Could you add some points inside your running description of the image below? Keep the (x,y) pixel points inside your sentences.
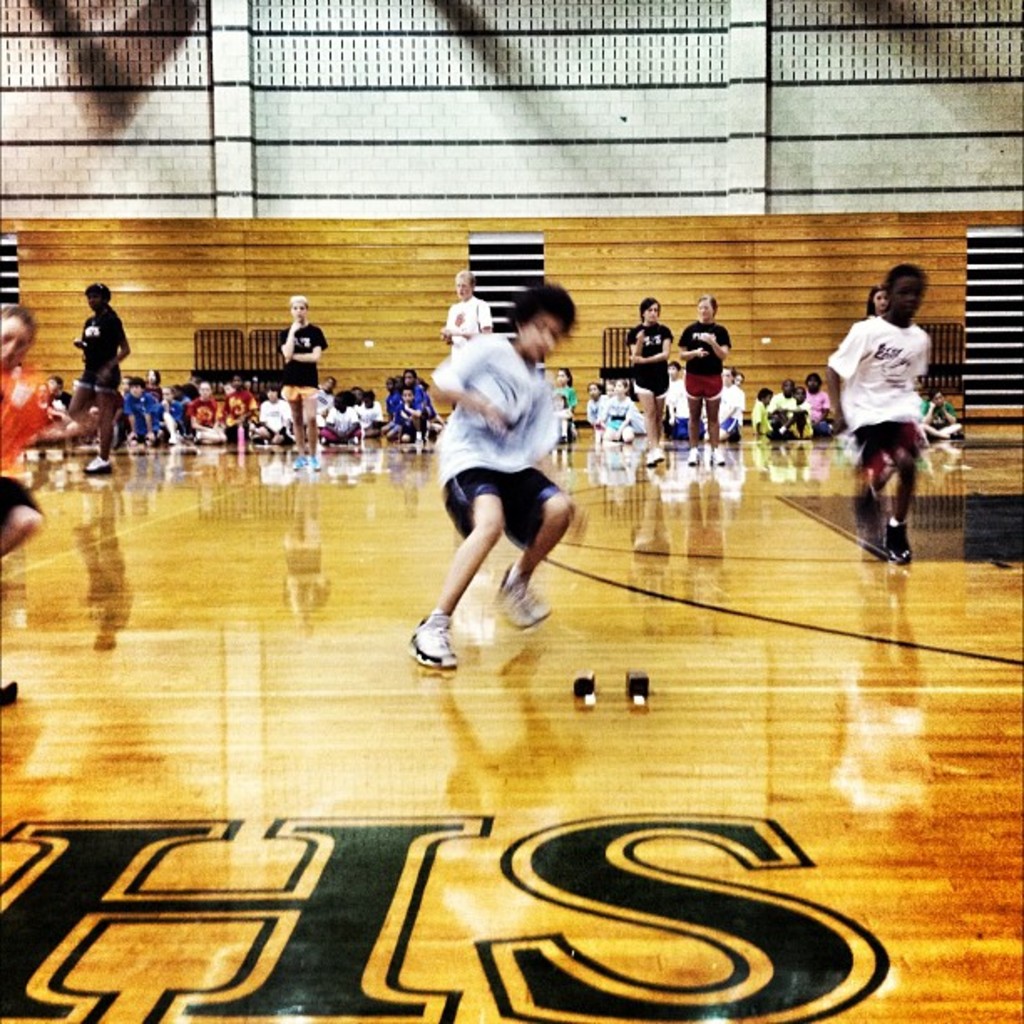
In this image I can see a wooden floor (368,517), on the floor (355,523) I can see crowd (690,382) of people (869,430) and wooden wall (919,219) visible in the middle (647,382) and there is a text (751,918) visible on the bottom (359,936) in the floor (20,936).
